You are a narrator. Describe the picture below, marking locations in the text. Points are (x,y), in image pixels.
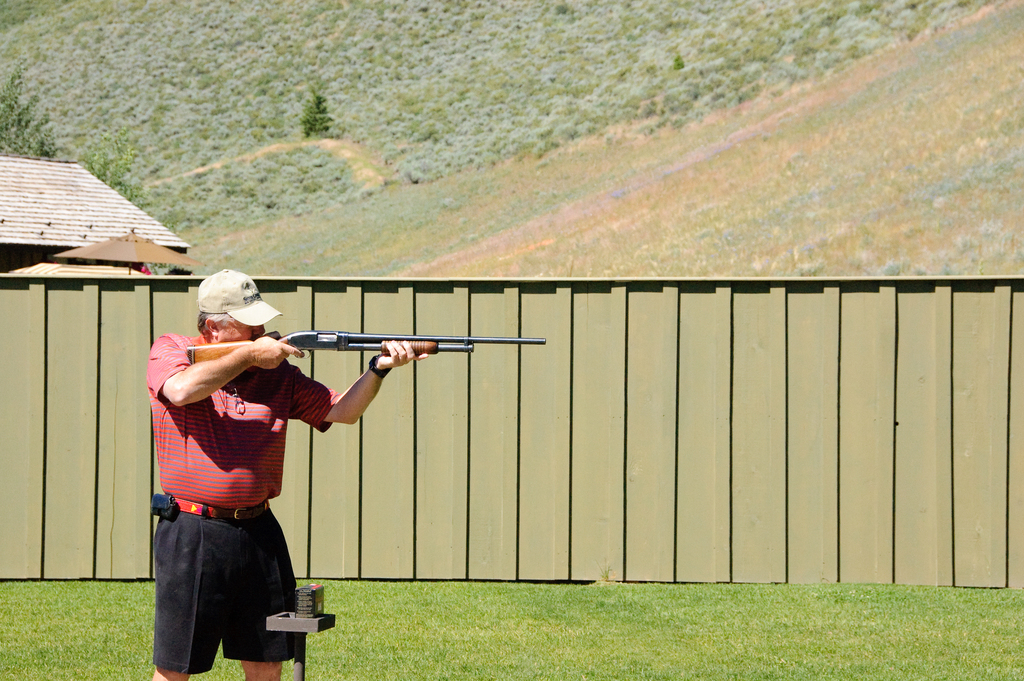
In the image we can see a person (254,519) standing, wearing clothes (183,459), cap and the person (238,371) is holding a rifle (192,360) in his hands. Here we can see the grass (636,627), wall (534,413) and plants (215,100).
